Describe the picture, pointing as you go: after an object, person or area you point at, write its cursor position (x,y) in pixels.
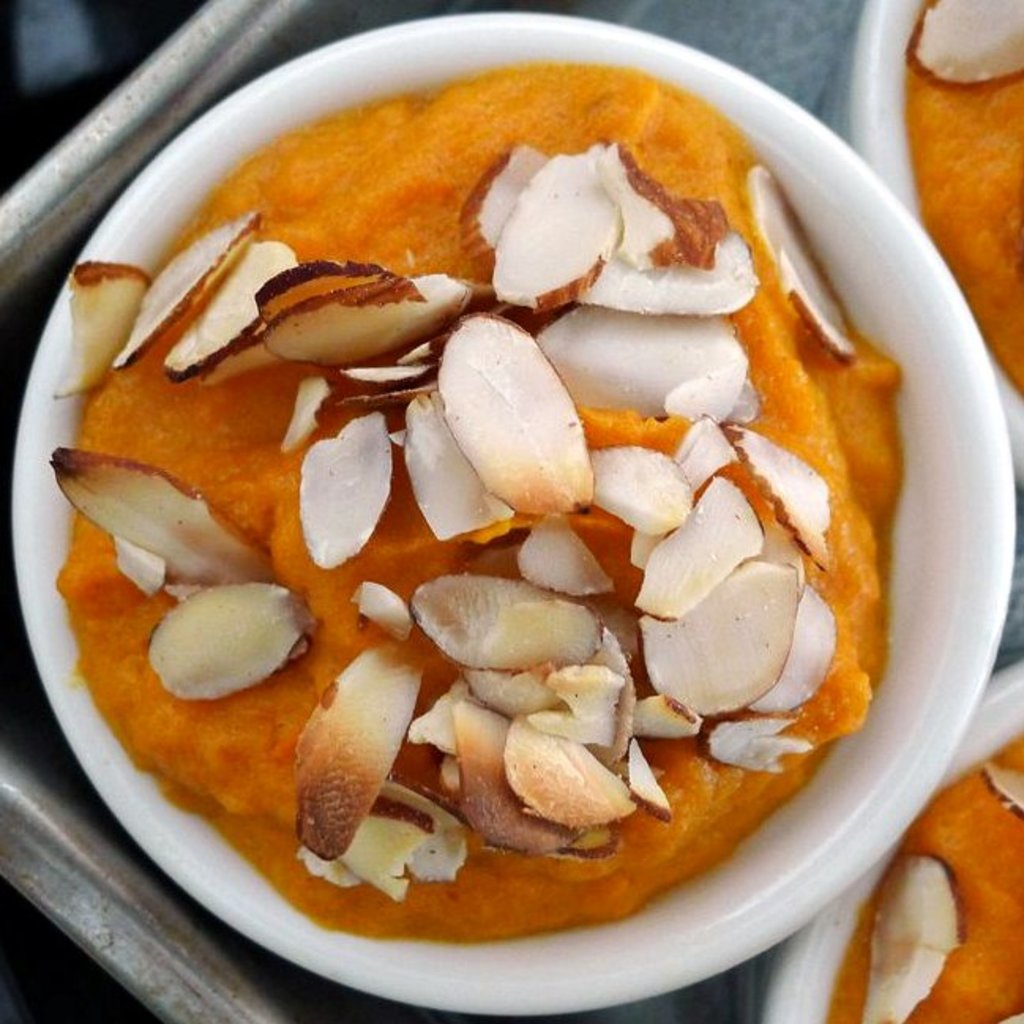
In this image there is a tray (14,310), in that tray (1022,601) there are bowls (876,153), in that bowls (884,721) there is a sweet (798,780).
